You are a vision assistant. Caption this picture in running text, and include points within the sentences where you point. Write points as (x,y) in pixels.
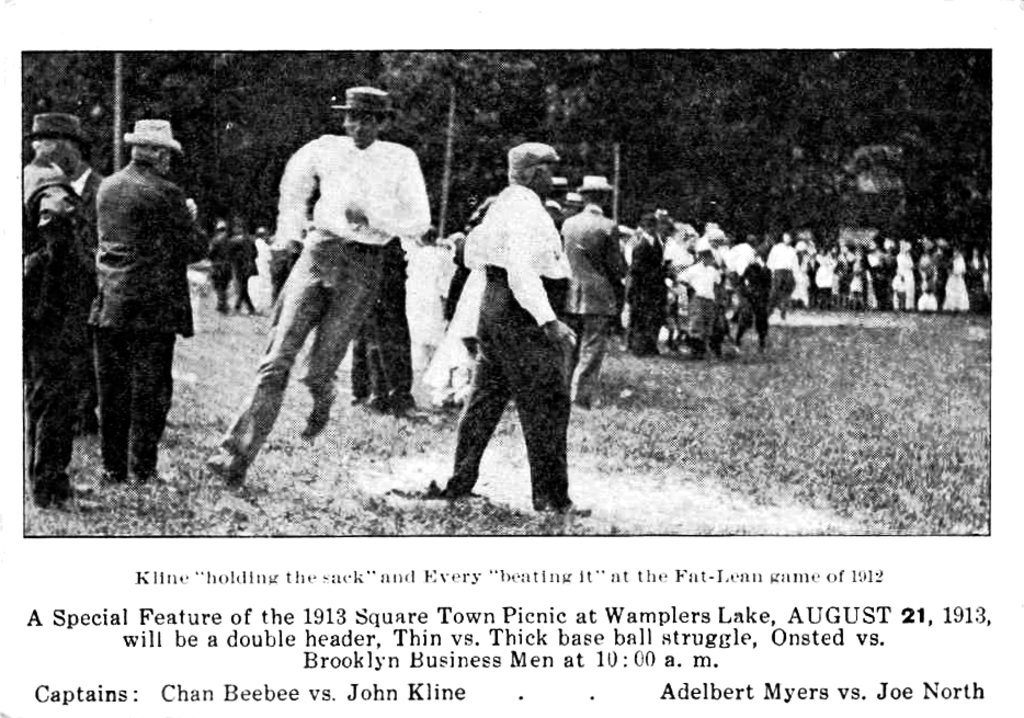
This image consists of a poster (405,517). At the bottom (435,623) there is a text (736,650). In the middle (364,245) there is a man (346,319), he wears a shirt (365,231), trouser (306,348), cap (370,97), he is running and there are people (553,286), trees (459,206), poles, grassland (707,464).
